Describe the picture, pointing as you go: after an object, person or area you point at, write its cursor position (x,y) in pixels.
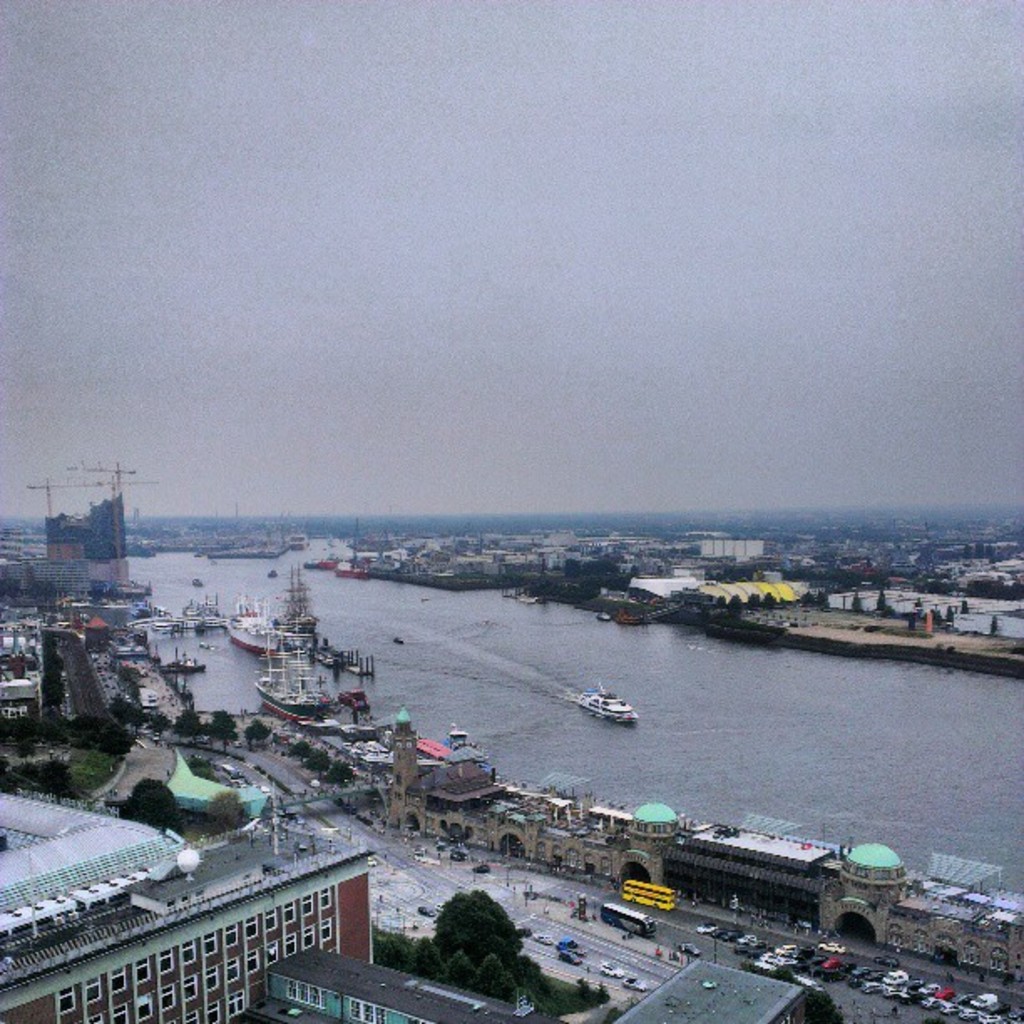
In this image I can see the boats (624,707) on the water (599,743). On both sides of the water (556,712) I can see many buildings (144,906) and trees (464,943). I can also see many vehicles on the road (594,966). In the background (419,330) I can see the sky (436,323).
